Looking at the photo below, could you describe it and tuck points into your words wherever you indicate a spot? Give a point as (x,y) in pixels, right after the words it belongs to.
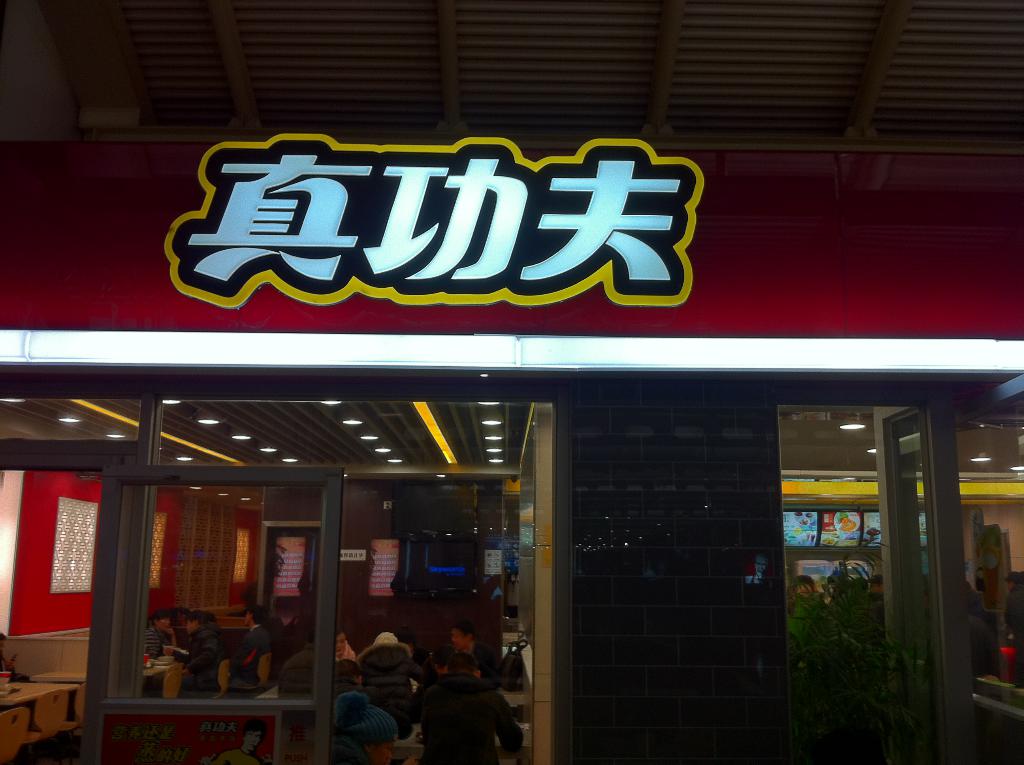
In this image we can see a house (620,360) with a board (486,241). Inside the house (325,546) we can see some people (250,642) sitting beside the tables (162,663). we can also see some ceiling lights (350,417), roof (435,455) and a plant (872,646).
